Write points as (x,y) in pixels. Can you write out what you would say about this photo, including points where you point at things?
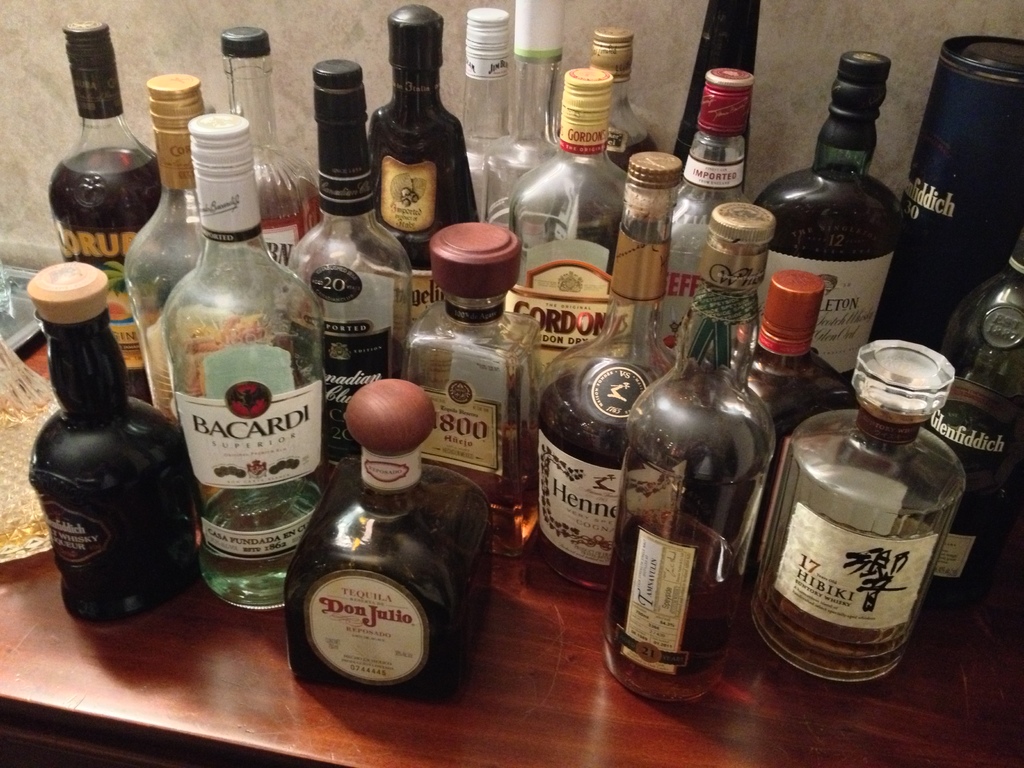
In this Image I see number of bottles (104,73) on a table (364,758) and In the background (43,262) I see the wall (64,23).
